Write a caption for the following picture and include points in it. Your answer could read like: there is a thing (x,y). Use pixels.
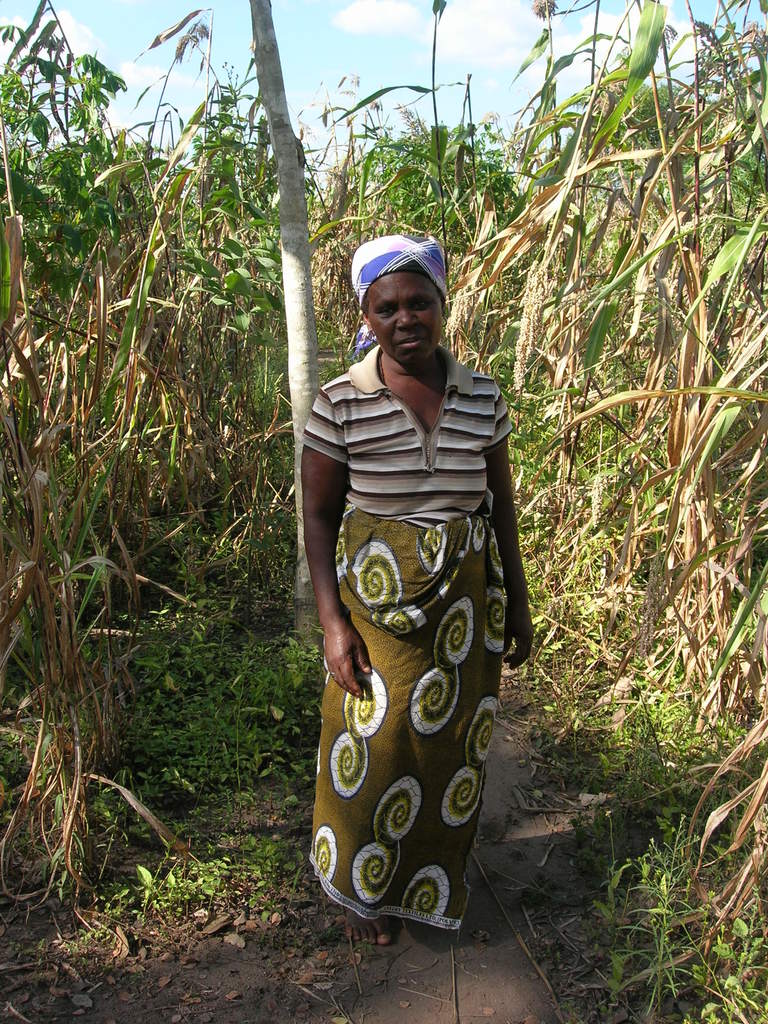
In this image I can see there is a person (487,626) standing and there are plants (156,423) behind the person (326,410).
